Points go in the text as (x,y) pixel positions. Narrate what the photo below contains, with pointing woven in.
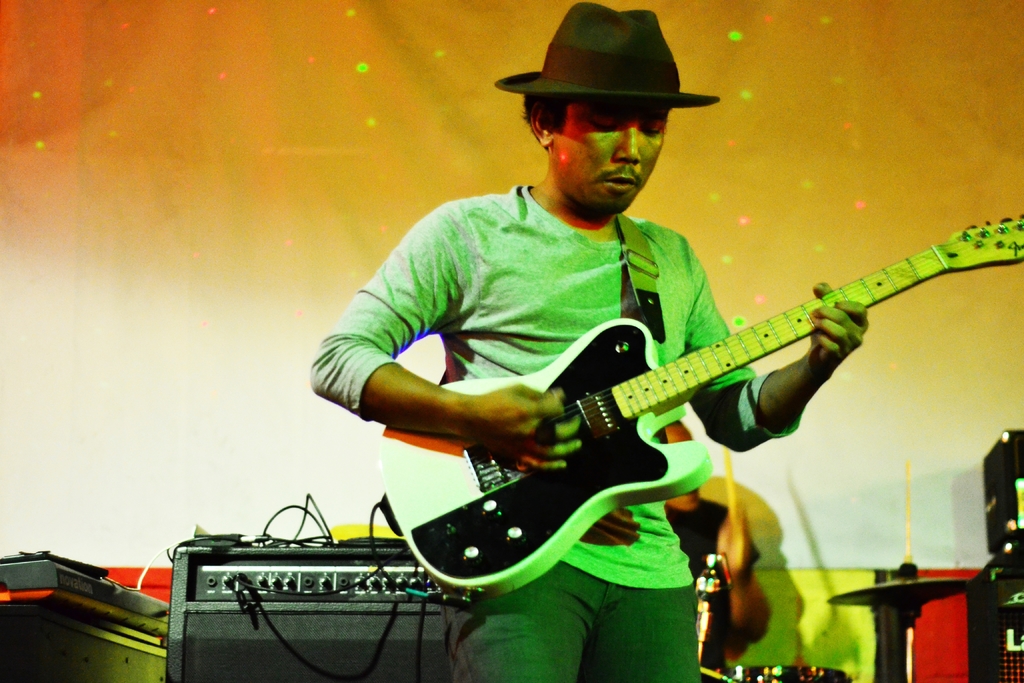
This is the picture of a man (477,366) playing a guitar (488,527) and wearing a hat (609,89). Behind the man (550,344) there are some music systems (360,585) and a man (716,534) in black t shirt (708,544) was sitting and playing some music items (707,558). Background of these people (460,429) is a screen (378,423).
